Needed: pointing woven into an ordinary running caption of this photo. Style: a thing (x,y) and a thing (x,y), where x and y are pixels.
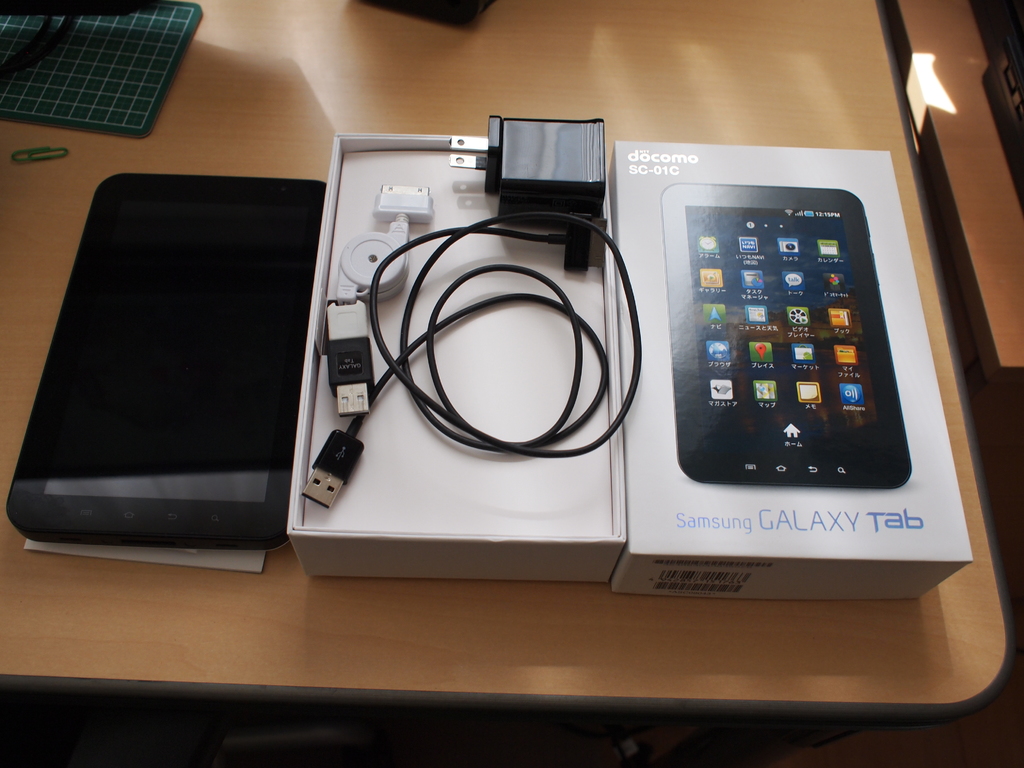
In this picture, we see the tablet (228,344) and the tablet box (451,357) containing cable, adapter (591,155) and USB connector (340,355) is placed on the table (290,603). Beside that, we see a green color mat (128,97) is also placed on the table (395,93).
